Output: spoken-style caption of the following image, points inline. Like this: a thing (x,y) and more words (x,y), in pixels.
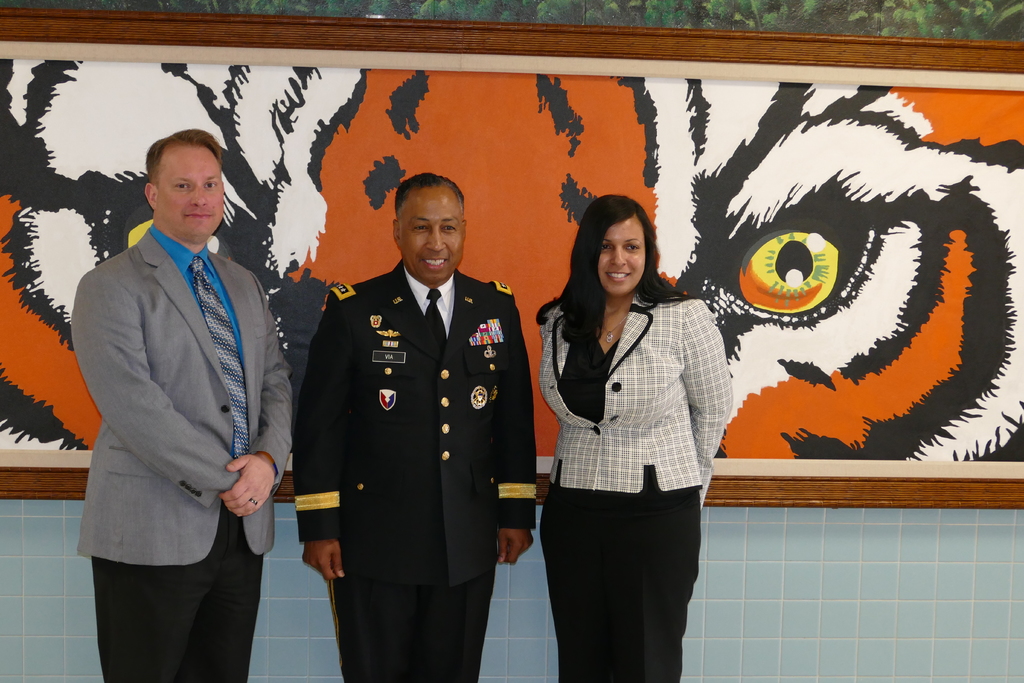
In the middle of the image (457,333) I can see few people (349,404) are standing. In the background (317,178), I can see the frame (935,283).
